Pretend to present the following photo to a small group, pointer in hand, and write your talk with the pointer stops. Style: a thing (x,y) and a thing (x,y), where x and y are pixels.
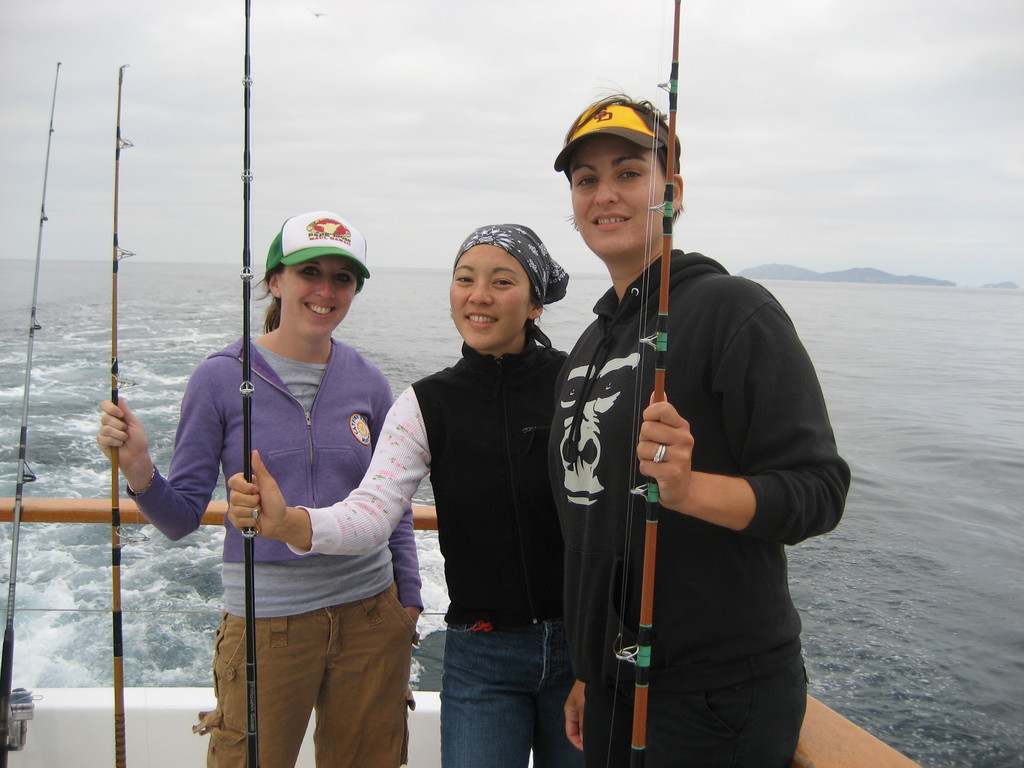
In this picture we can see three women (419,467) are standing and smiling, they are holding fishing rods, in the background (945,434) there is water (946,432), we can see the sky (975,16) at the top of the picture (910,58).
